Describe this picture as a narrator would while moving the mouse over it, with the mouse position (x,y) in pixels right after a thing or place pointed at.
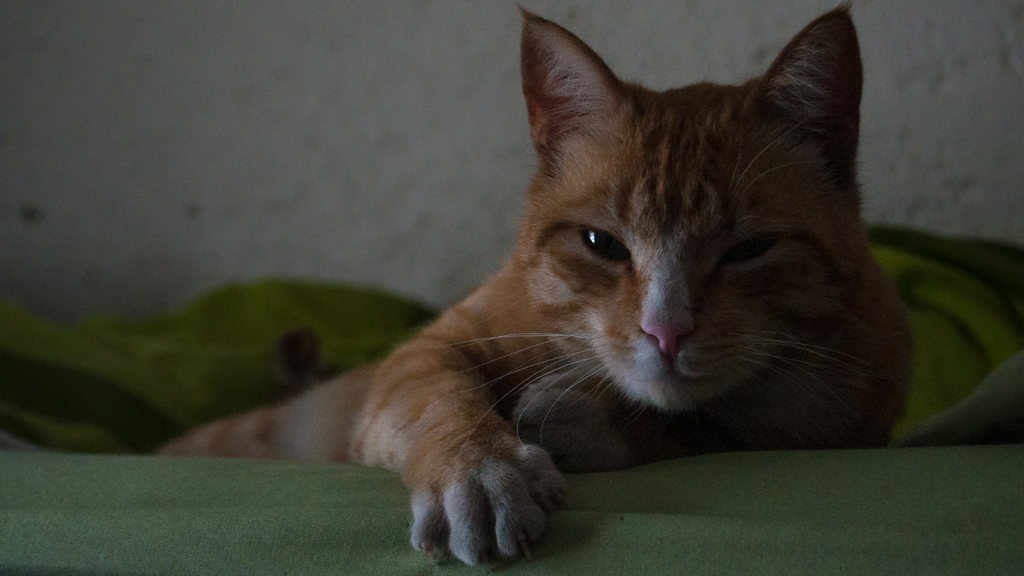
In this image we can see a cat (433,455) on the couch (212,514), also we can see the wall (506,131).
